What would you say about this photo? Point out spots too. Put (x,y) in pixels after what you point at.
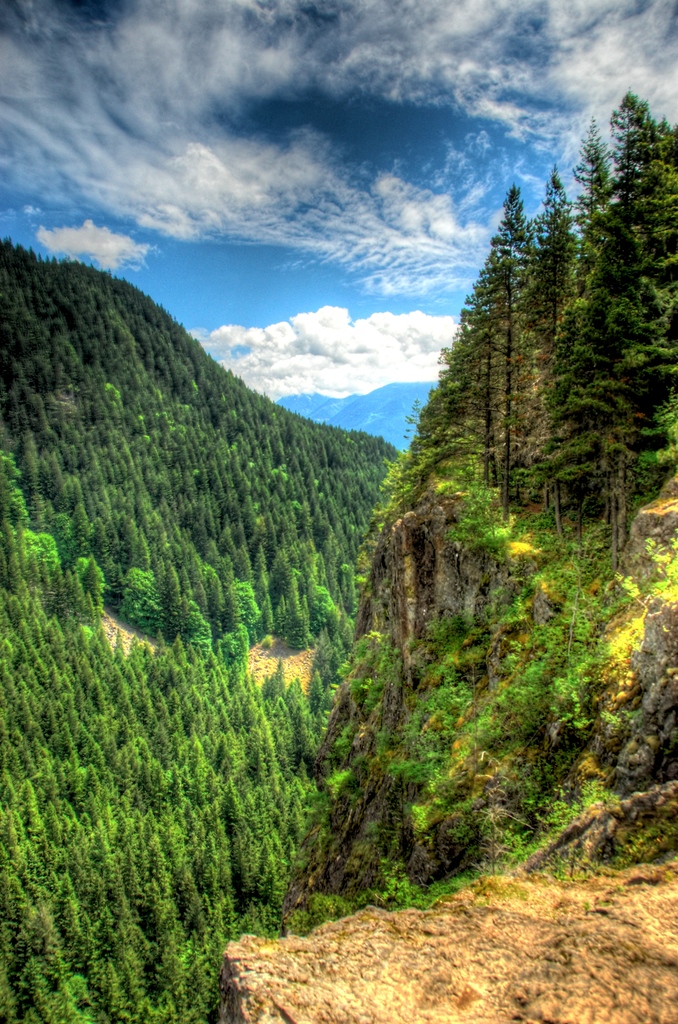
In this image I can see few green color trees (235,808) and rock (465,979). The sky (379,328) is in white and blue color.
